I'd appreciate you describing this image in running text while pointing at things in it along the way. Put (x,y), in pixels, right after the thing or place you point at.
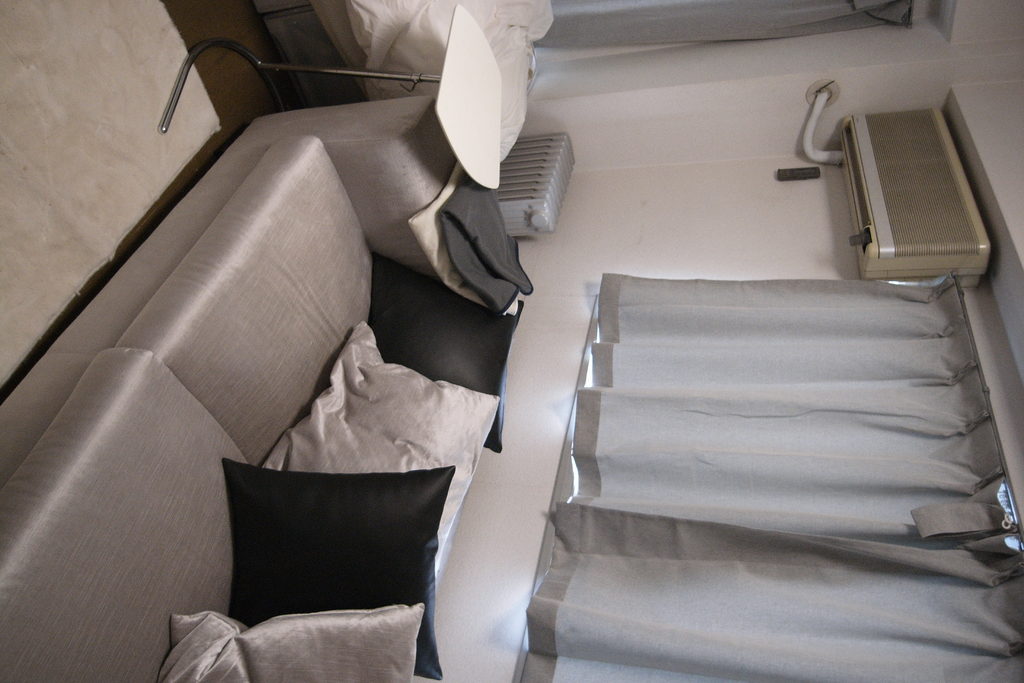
In this image there is one couch (330,211) on the couch (333,289) there are pillows (379,527), and on the right side (738,543) there is a curtain (847,324) and window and air conditioner (922,163). And at the top of the image (458,73) there is one stool (472,98) blanket (506,96) and some objects (535,172), and in the background (611,4) there is a curtain (653,39) and wall (633,236). On the left side of the image (90,156) there is floor (92,148).
